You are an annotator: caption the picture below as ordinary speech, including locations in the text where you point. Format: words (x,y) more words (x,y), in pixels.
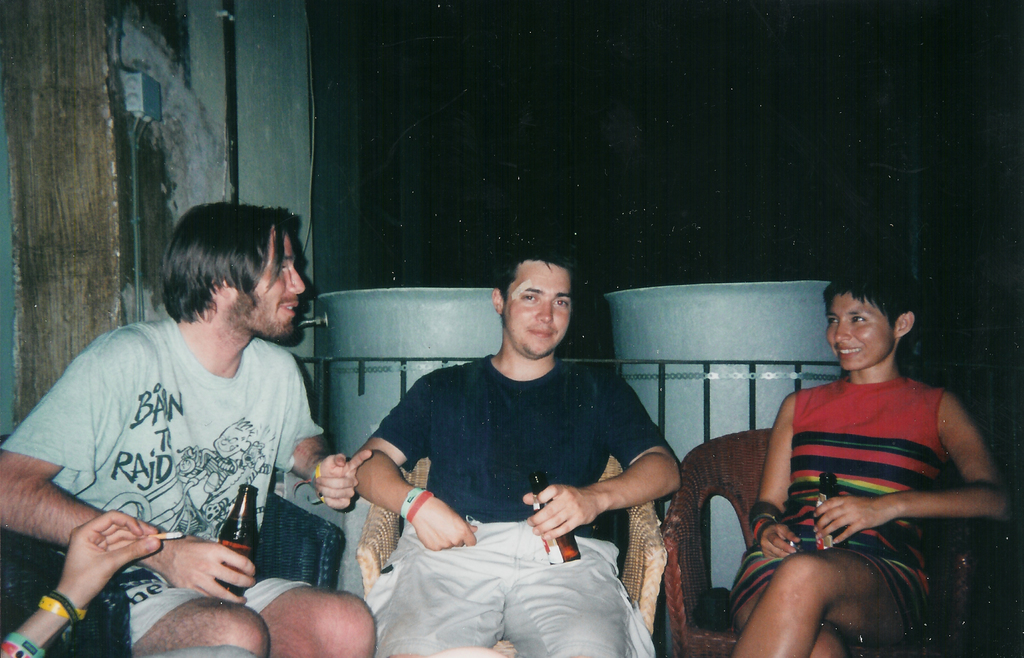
In this image I can see few people (475,479) are sitting on the chairs (692,515) and holding bottles (561,546). They are wearing different color dresses (495,480). Back I can see a dark background (842,172) and green wall (263,150).
